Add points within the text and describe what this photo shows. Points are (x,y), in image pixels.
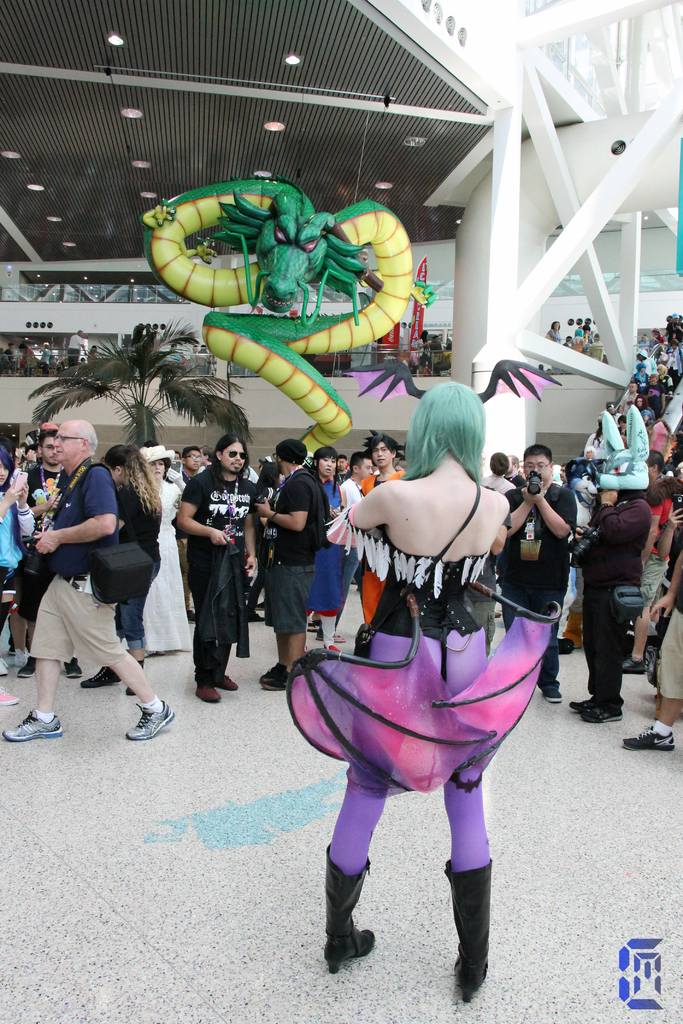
This picture describes about group of people (352,748), few are standing and few are walking, in the background (315,344) we can see a inflatable dragon (252,269) and a tree (164,382), and also we can find few buildings (422,157) and lights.
